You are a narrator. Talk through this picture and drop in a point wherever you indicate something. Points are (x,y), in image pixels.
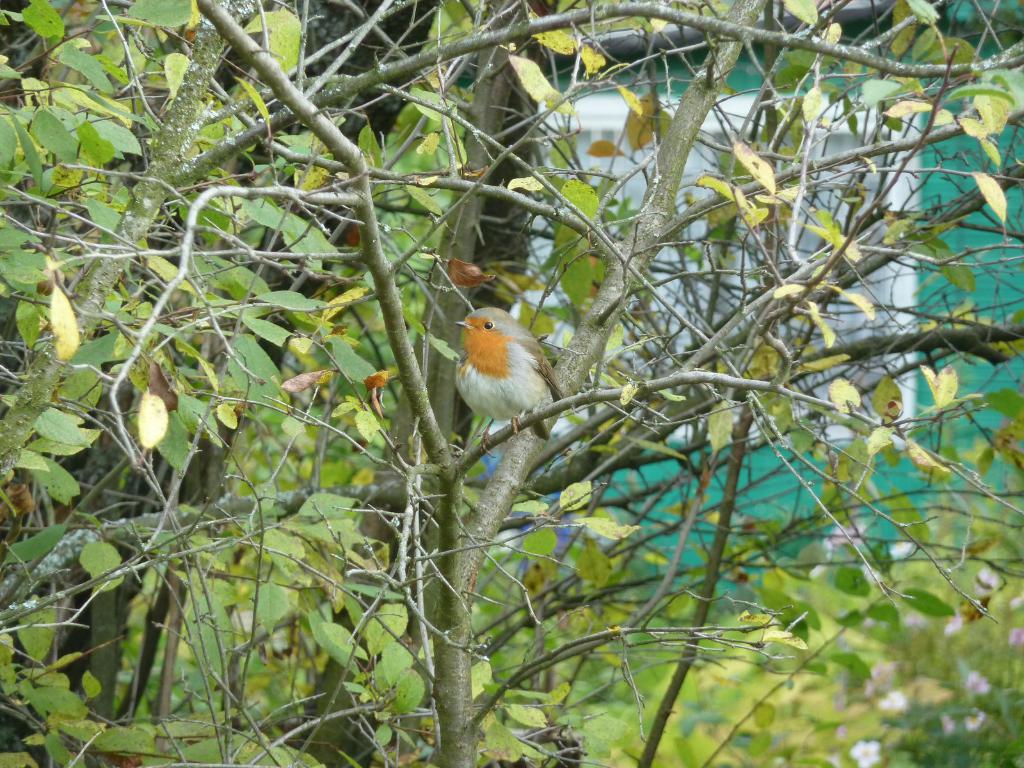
In this picture there is a bird (529,362) on the tree branch (477,456). In the foreground (561,456) there is a tree (271,267). At the back (1019,190) there is a building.
